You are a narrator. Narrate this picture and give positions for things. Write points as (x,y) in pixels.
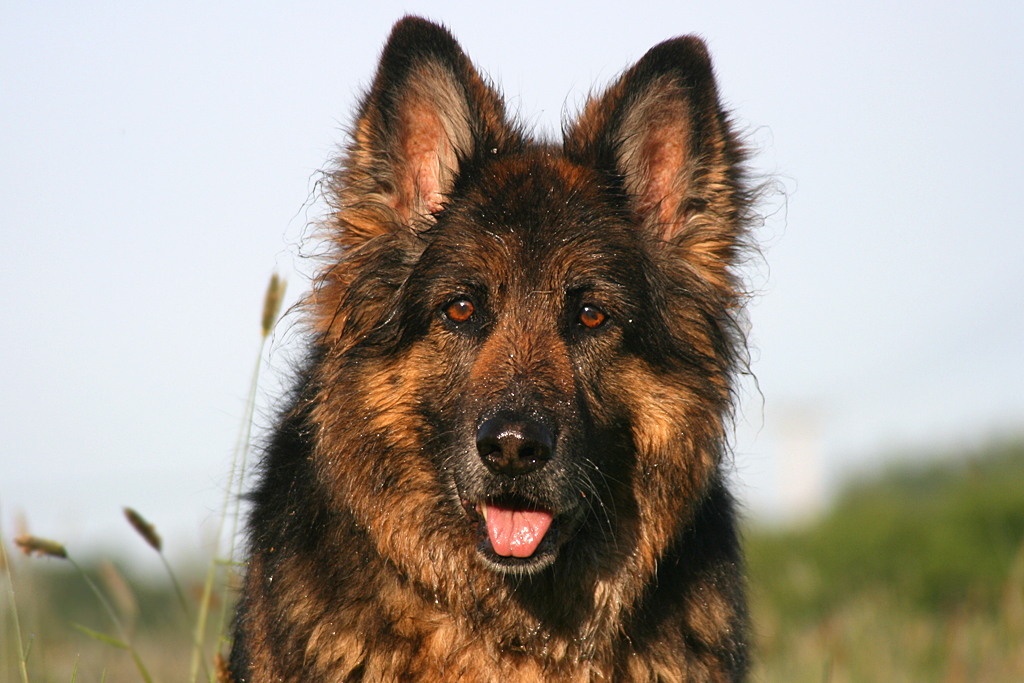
This image consists of a dog (423,347) in the middle (440,366). It is in brown color. There is the grass (37,628) at the bottom (1004,675).
